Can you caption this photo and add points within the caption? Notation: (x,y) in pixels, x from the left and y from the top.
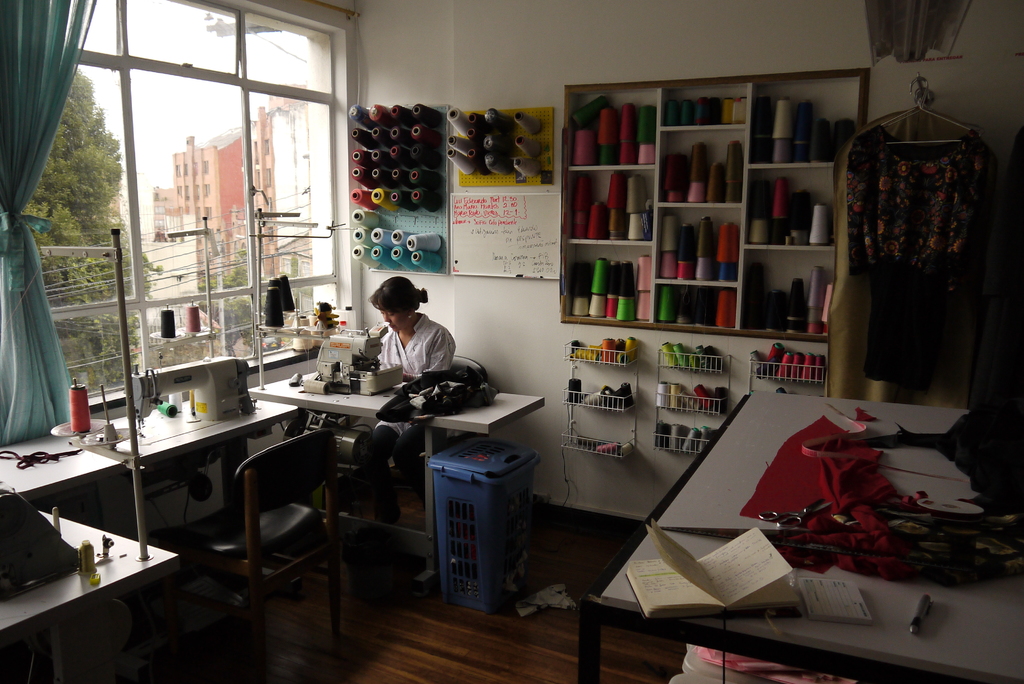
There is a woman (399,334) sitting on a chair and she is working on a sewing machine (357,339). This is a wooden table (717,451) where a book (772,559), a scissor (798,521) and a cloth (802,500) are kept on it. Here we can see this are all thread wool (705,276). This is a glass window (218,278) and this is a curtain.
